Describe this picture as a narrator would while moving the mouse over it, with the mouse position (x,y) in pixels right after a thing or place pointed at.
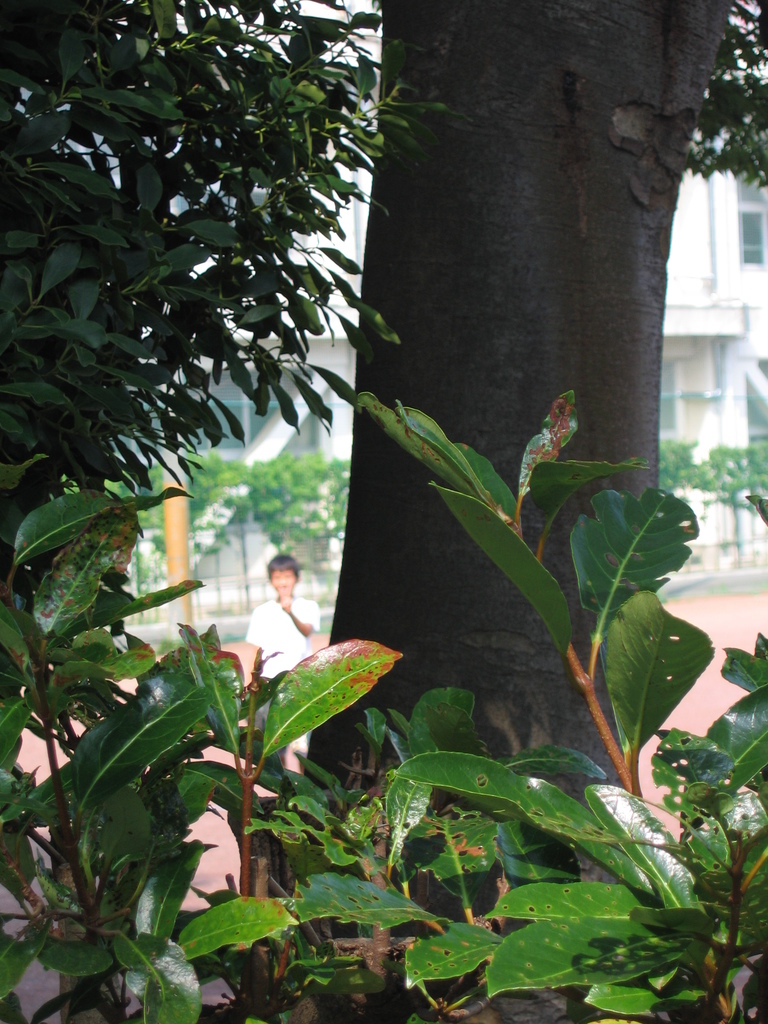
In this image, we can see plants (457,711), tree trunk (641,29), trees (193,228). Background (706,698) we can see person (294,621), walkway (703,708), pole (166,528), plants (737,455) and building (723,343).
